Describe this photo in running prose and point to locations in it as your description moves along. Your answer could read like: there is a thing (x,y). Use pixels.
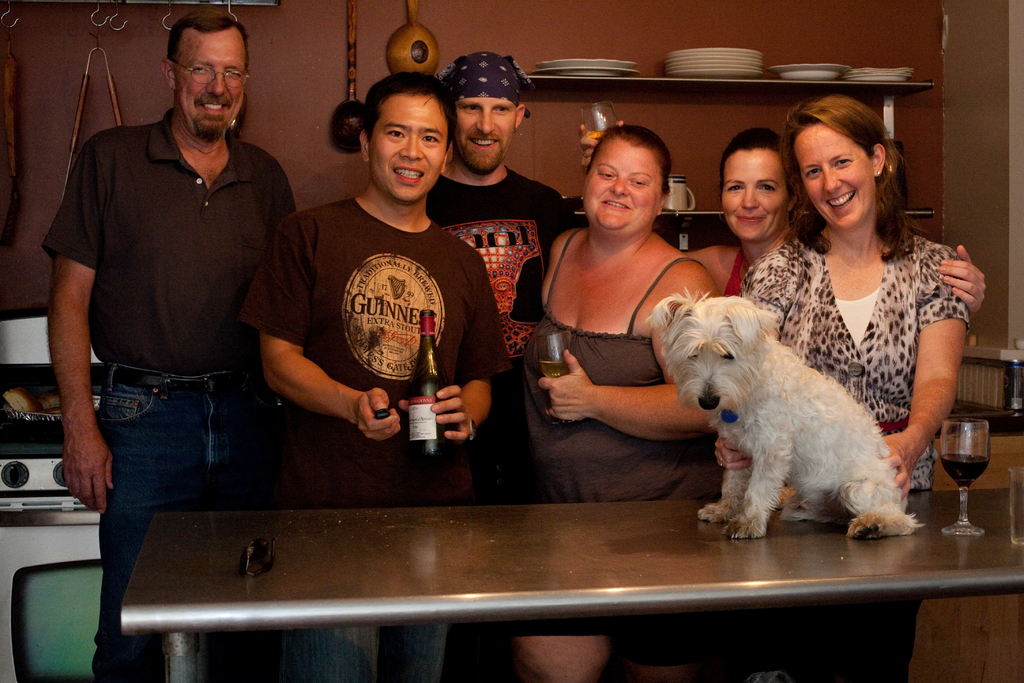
The picture is taken inside a house (713,204), group of people (767,227) are standing and posing, the second man (378,420) is holding bottle (430,325) in his hand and a woman (591,347) beside him is holding a glass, there is a table (806,528) in front of them on the table (802,541) there is a dog (753,465), in the background (882,45) there are some kitchen utensils (554,75) and a brown color wall (28,131).
